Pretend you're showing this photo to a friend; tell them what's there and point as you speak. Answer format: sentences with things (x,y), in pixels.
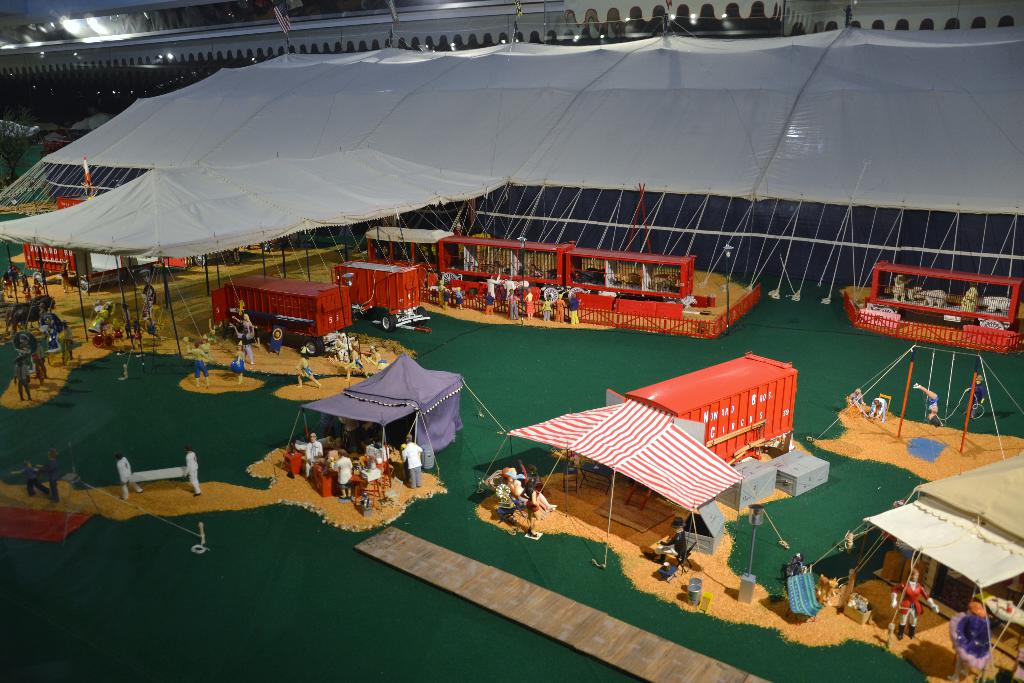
In this image we can see tents (707,184). There are vehicles (509,276). At the bottom (418,465) there are people (408,456) standing and we can see some toys (659,544).
